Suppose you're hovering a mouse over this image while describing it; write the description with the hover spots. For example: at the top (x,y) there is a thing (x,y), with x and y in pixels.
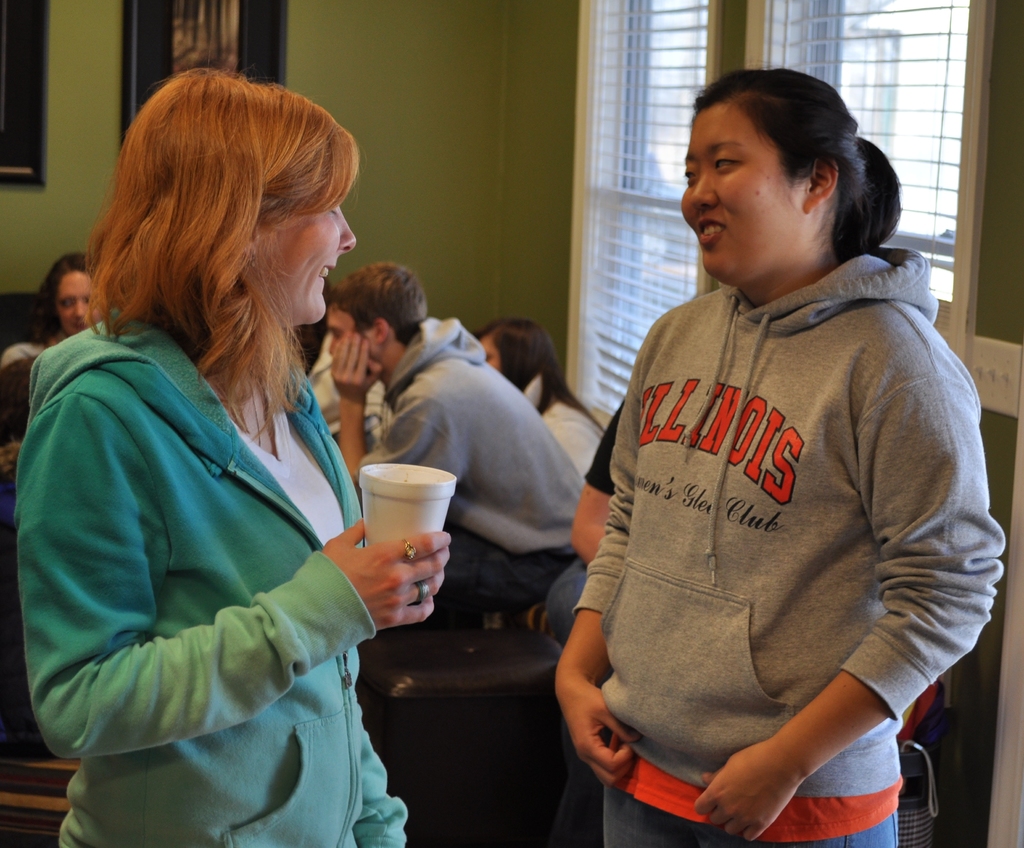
As we can see in the image there is wall (429,132), windows (597,34), photo frames (206,49), group of people (213,630) and sofa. The woman (238,428) standing on the left side (220,516) is wearing green color jacket (201,609) and holding glass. The woman (809,563) on the right side (852,492) is wearing grey color hoodie (816,528).
